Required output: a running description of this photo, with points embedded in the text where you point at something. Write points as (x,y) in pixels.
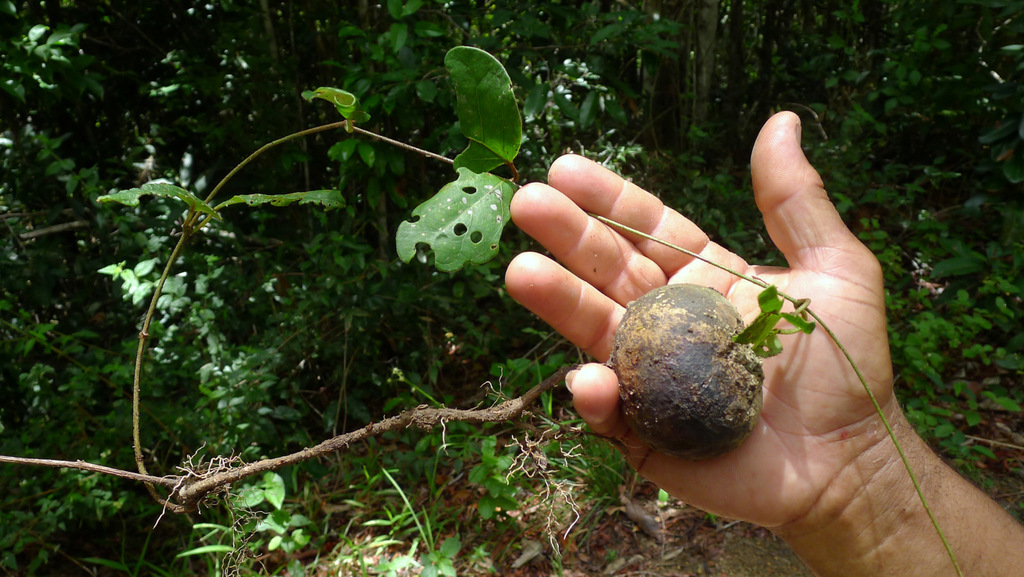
In this image we can see hand (811,422) of a person (936,547) with vegetable (655,385). Also there is a plant (471,183). In the background (298,420) there are trees (875,173) and plants (262,366).
